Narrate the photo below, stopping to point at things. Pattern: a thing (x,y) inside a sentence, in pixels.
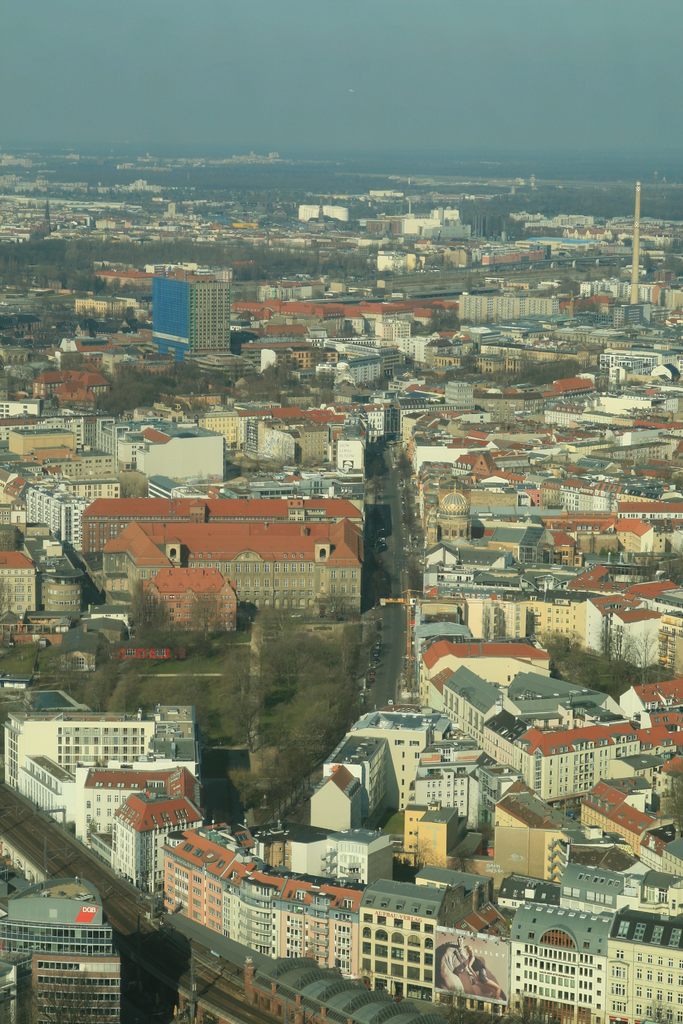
In the image we can see there are buildings (479,475) and trees (333,669). Here we can see the tower (638,192) and the sky (420,84).
